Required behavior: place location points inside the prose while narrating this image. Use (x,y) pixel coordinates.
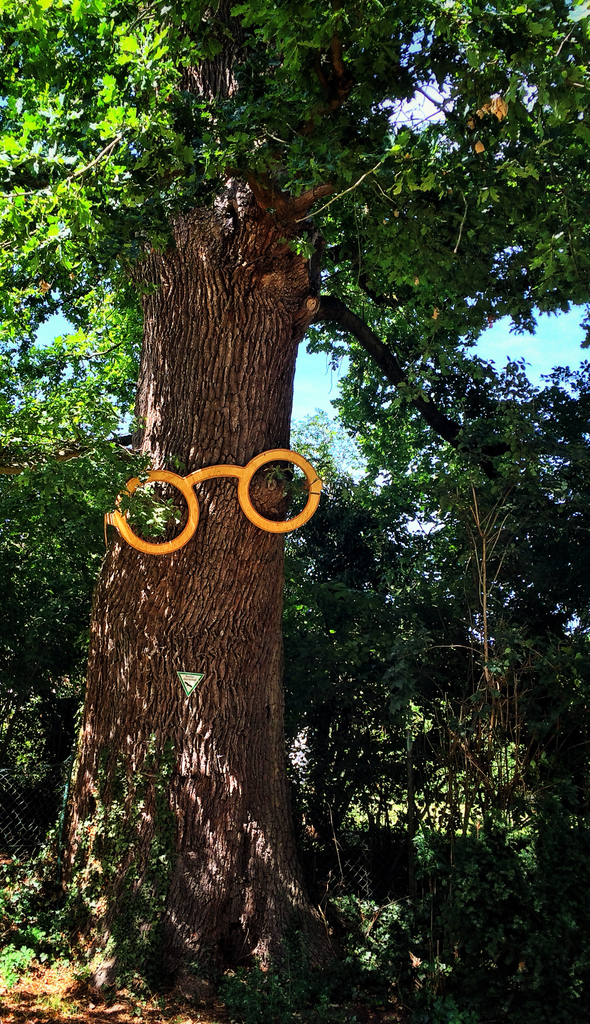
In this image I can see trees (123,559) in green color. Background (310,385) I can see sky (301,386) in blue color.
